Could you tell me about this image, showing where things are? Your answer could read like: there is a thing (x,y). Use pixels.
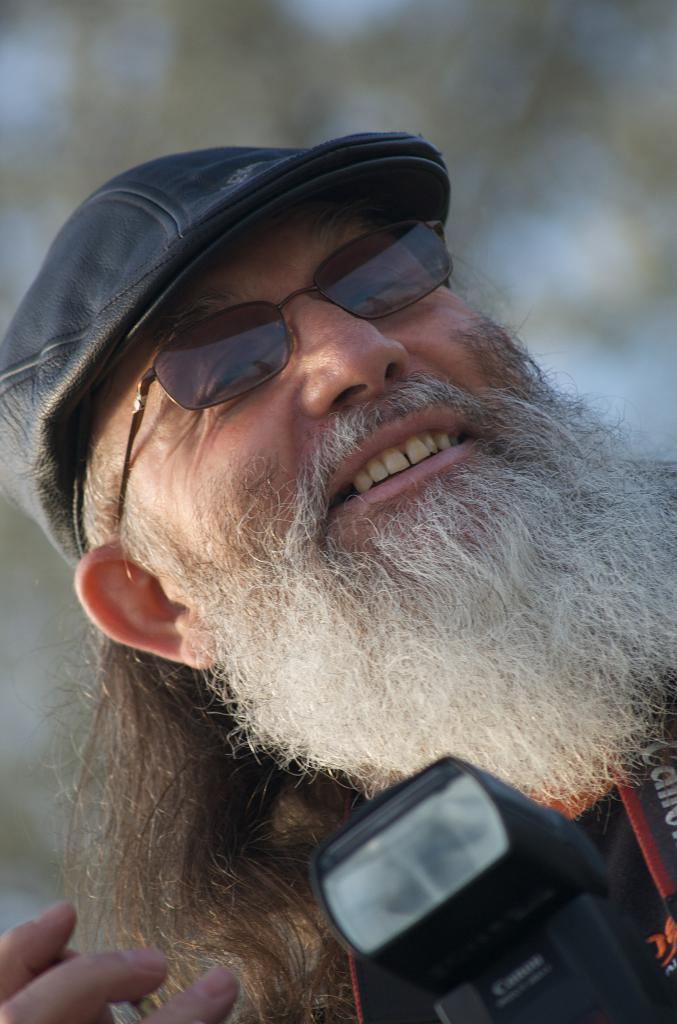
In this image, I can see a man (358,729) smiling. At the bottom of the image (575,906), I can see a camera (542,875). There is a blurred background (77,45).
